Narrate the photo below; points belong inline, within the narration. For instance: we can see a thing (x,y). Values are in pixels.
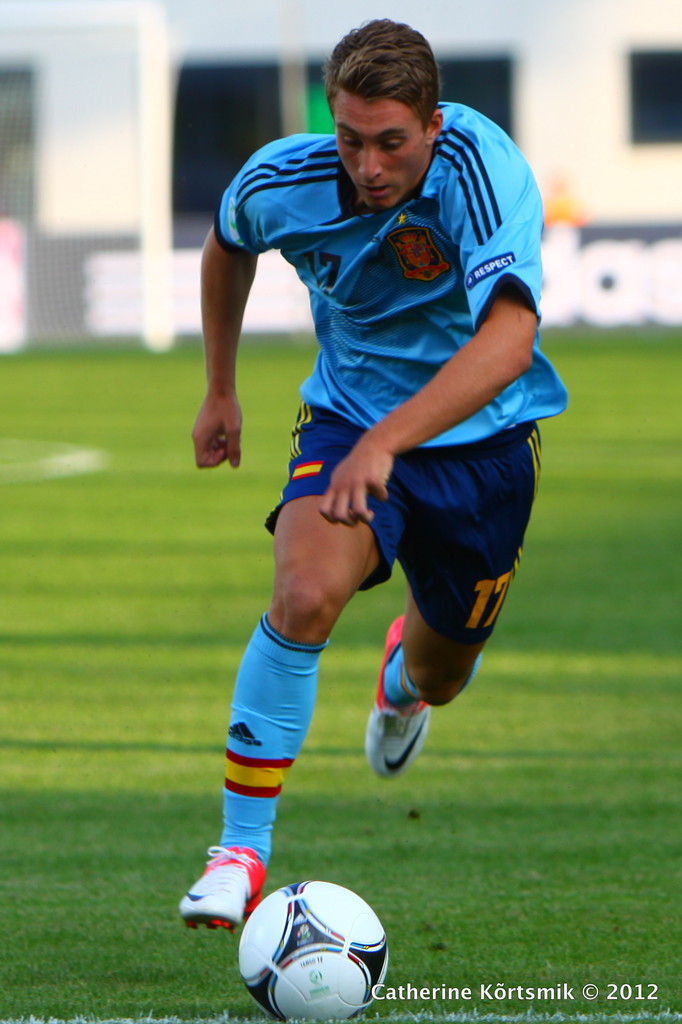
This is an image of a man (442,160) playing football in the ground (538,781). He is wearing blue t shirt (418,284).
